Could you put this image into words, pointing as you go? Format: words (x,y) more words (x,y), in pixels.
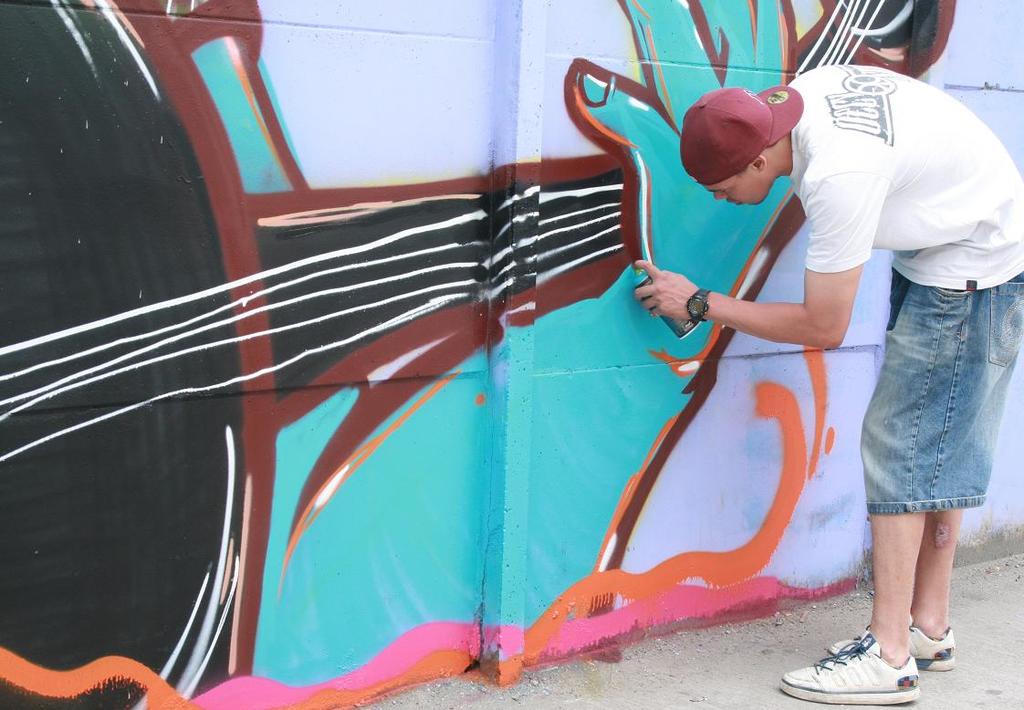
In this image we can see person (846,155) standing and graffiti bottle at the wall (349,230).
